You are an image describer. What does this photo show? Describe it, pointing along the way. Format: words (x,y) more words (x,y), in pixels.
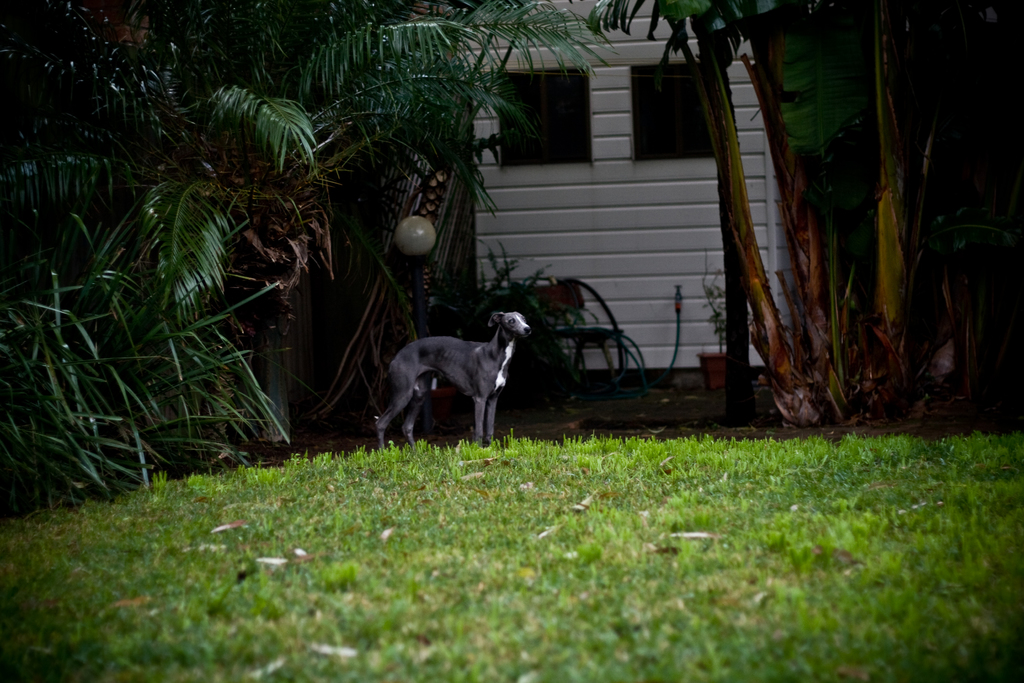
In the middle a dog (393,376) is standing on the grass (523,446). On the left side (327,264) there are trees (407,313), there is a house (753,211) in this image.
